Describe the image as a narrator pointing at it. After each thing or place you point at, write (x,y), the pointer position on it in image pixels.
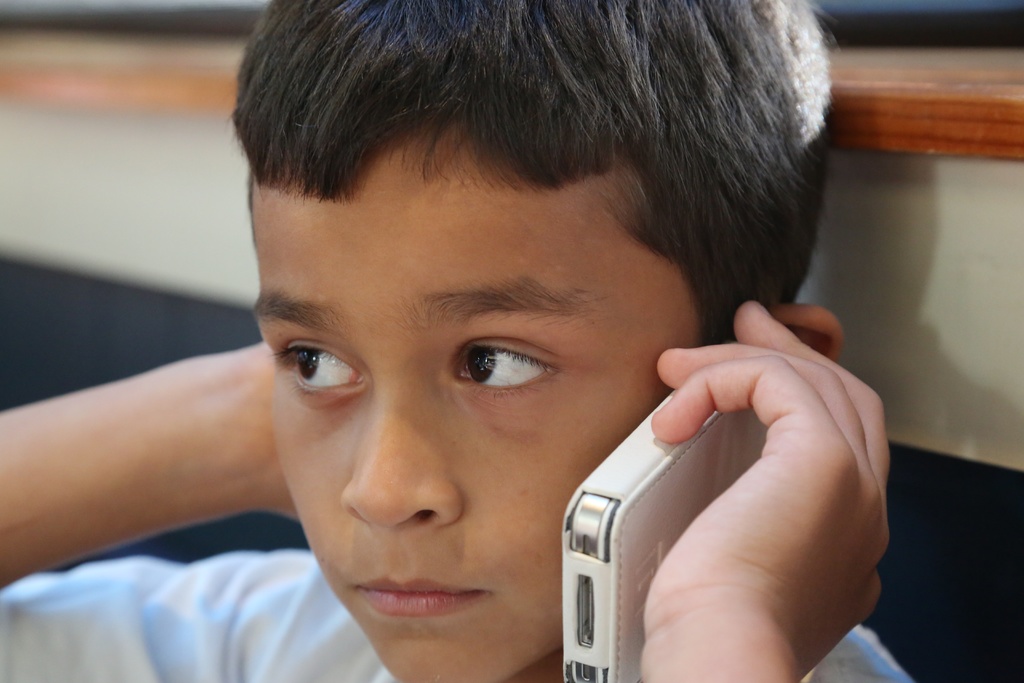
In this image there is a person (501,561) who is answering a phone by holding it on his left hand (742,407) and at the backside of the image (857,163) there is brown and white color wall (915,155).
